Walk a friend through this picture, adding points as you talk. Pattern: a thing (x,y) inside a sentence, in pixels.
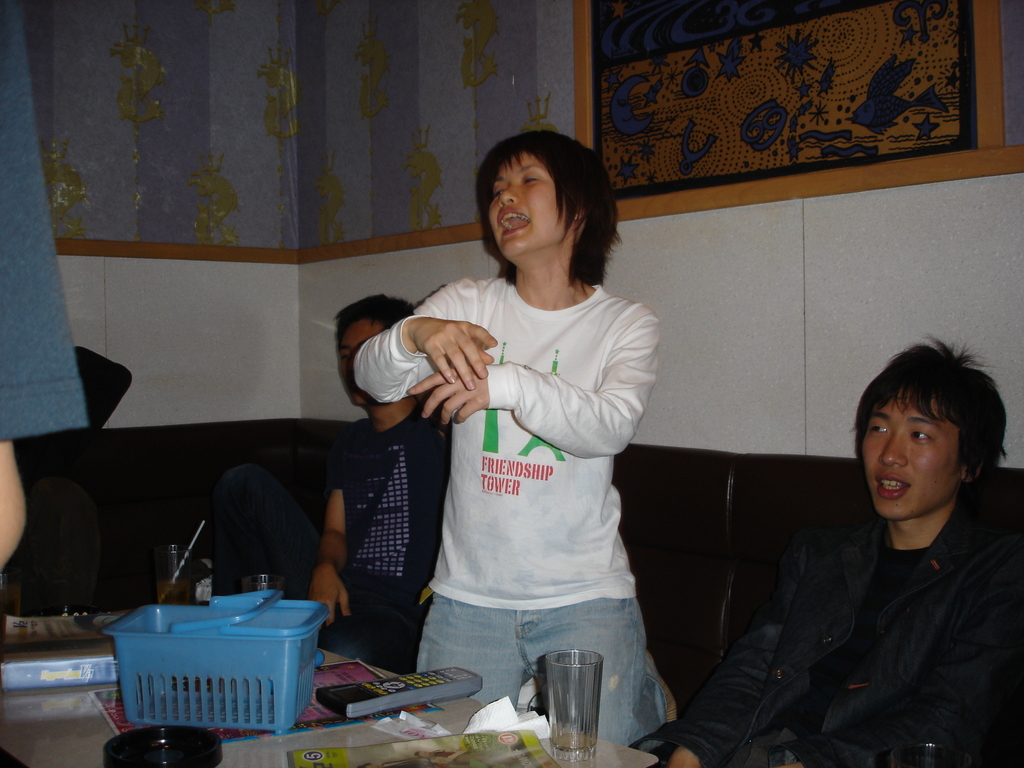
In this image, we can see few people (569,489). The middle, the woman (530,451) is dancing and singing. Back Side, we can see white wall (783,219) and some painting (737,125). The bottom, there is a table (262,747), few items (284,653) are placed on it. Here we can see human hand (6,500).
